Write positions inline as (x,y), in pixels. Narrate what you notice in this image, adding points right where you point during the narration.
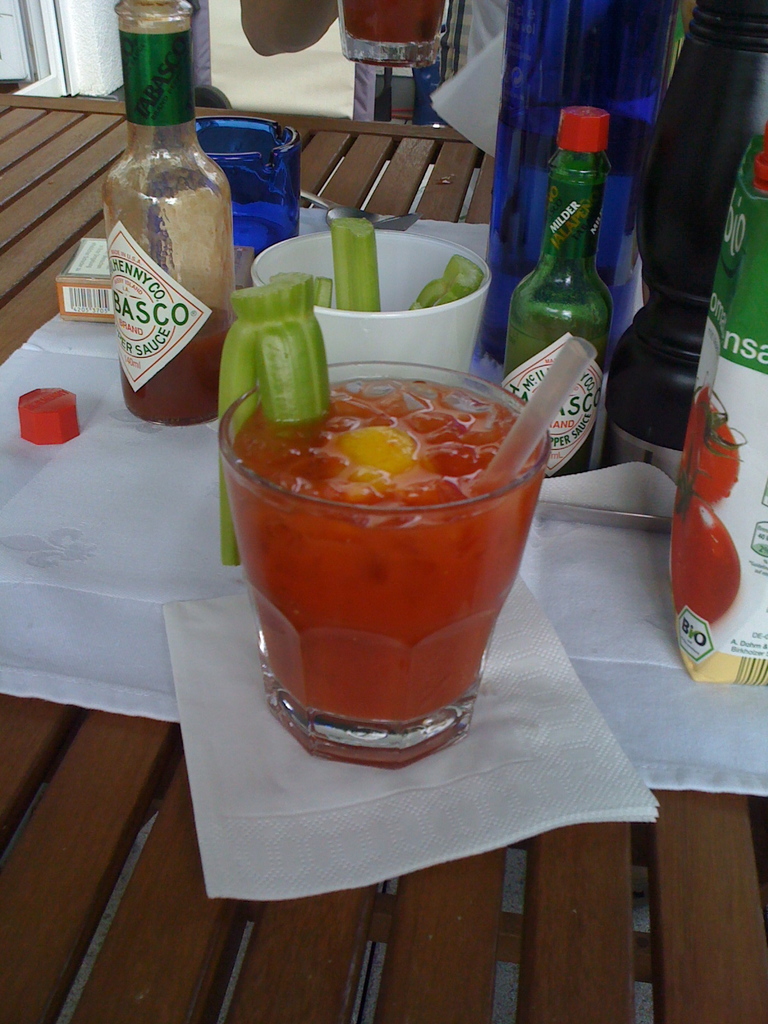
This image contains a glass (358,523) having drink (434,466), straw (529,413) in it. There is a green colour bottle (576,172) with red colour cap (590,140) and a bottle (153,326) having sauce (168,364) in it. There is a tissue paper (550,707) under the glass (294,721) and cloth (105,663) under it.
